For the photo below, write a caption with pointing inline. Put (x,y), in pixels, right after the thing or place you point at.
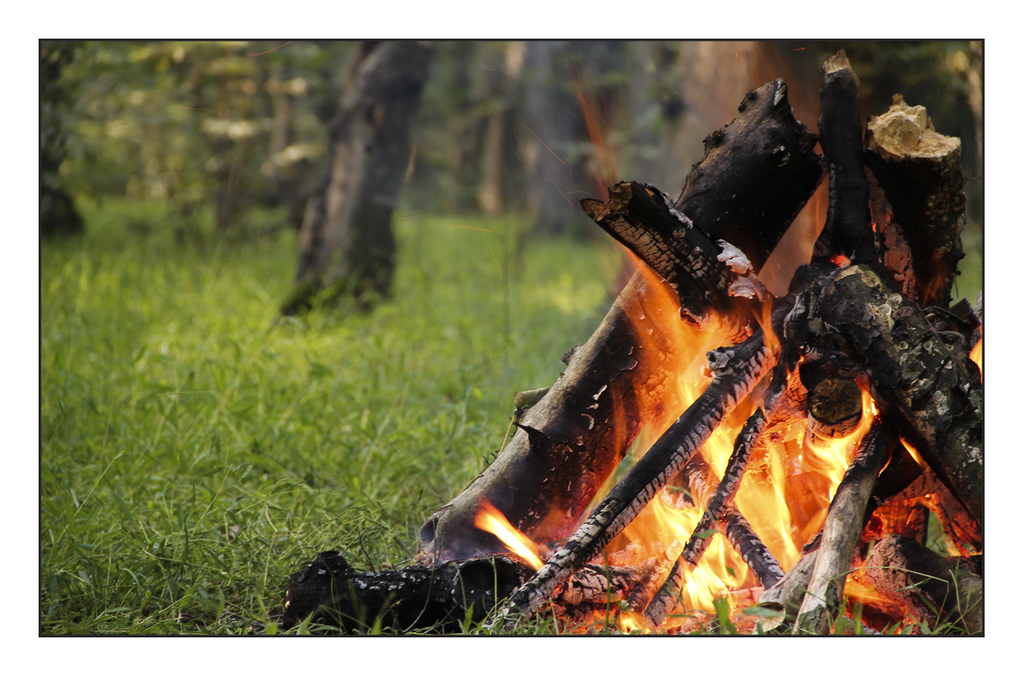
In this image there is the grass (262,302), there are trees (230,95) truncated towards the top of the image (413,80), there is wood (830,94) truncated towards the right of the image (778,487), there is fire (725,590).
